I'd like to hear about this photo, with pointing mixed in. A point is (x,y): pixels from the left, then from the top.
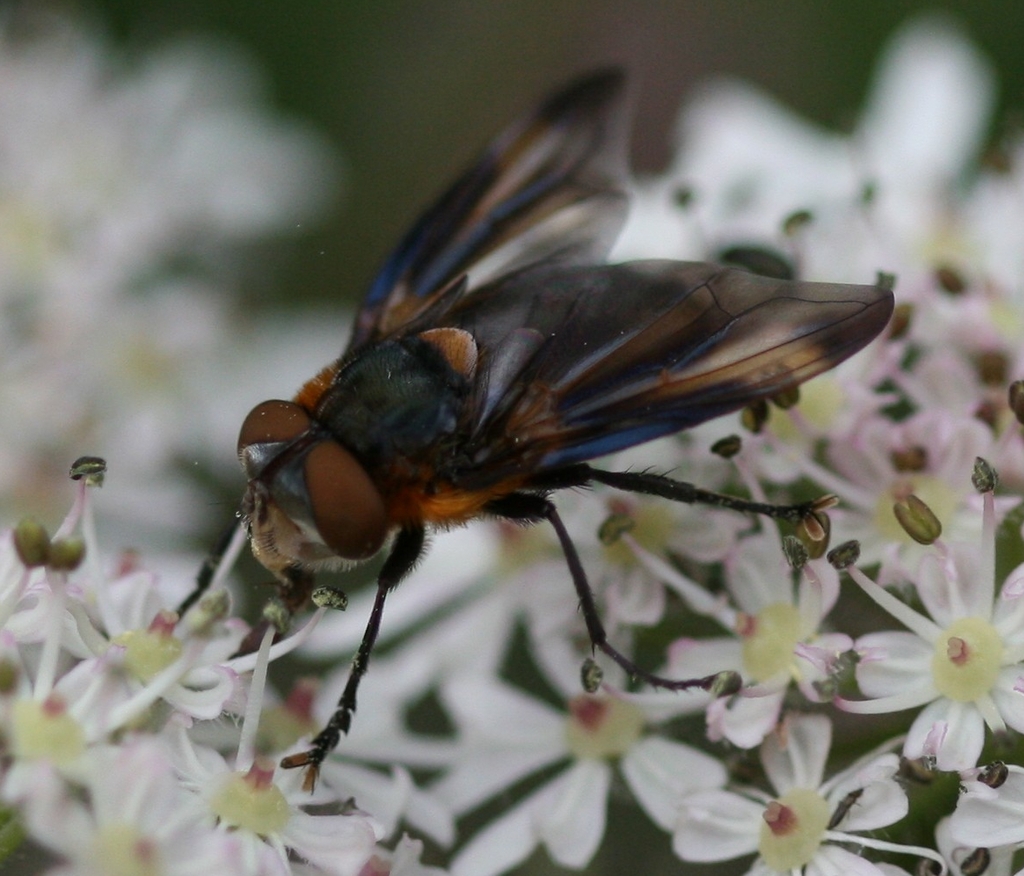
In this image we can see a fly (440,402) on the flowers (318,647).
